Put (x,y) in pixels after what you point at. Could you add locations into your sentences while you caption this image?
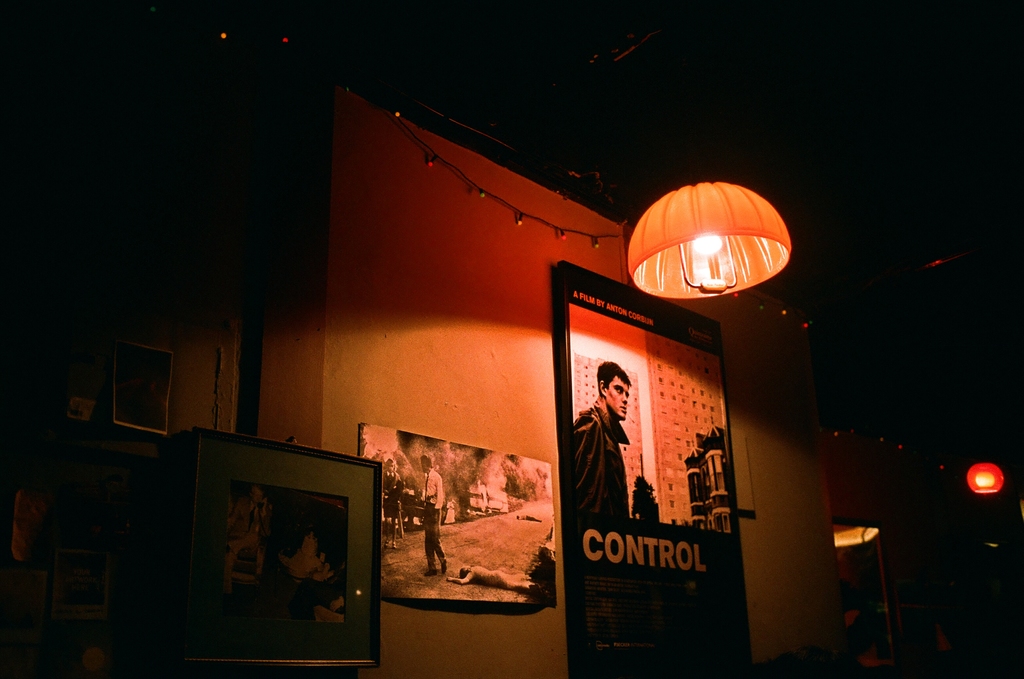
This picture shows the inner view of a building (973,324). There are two big lights (721,209) attached to the ceiling (798,100), some photo frames (137,375) attached to the wall (510,220), some small lights (594,233) with wire (812,328) attached to the wall (466,159), some photos (399,509) attached to the wall (25,377), some objects (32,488) are on the surface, one board (556,358) with some text (673,548) and image (676,483) attached to the wall (802,626).
